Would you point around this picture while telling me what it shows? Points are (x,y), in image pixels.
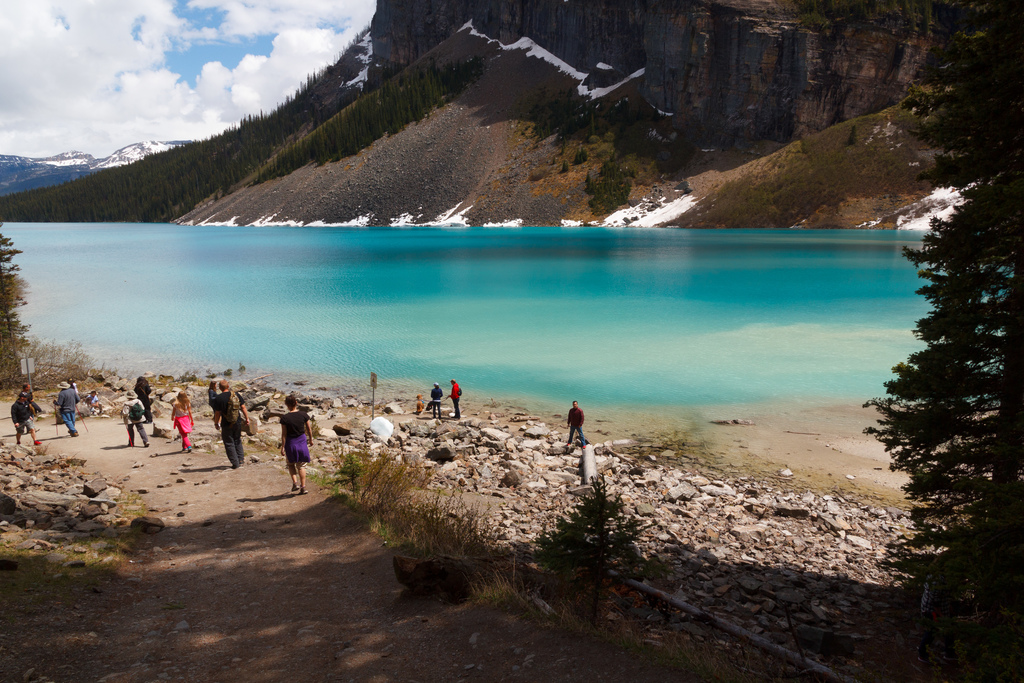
In this picture I can see the path (214,511) and number of stones (505,450) in front (678,521) and I can see number of people (123,408). I can also see few plants (10,364) and trees (956,264). In the middle of this picture (416,300) I can see the water (454,365). In the background (343,135) I can see the mountains (560,126), few more trees (233,163) and the sky (164,59).
